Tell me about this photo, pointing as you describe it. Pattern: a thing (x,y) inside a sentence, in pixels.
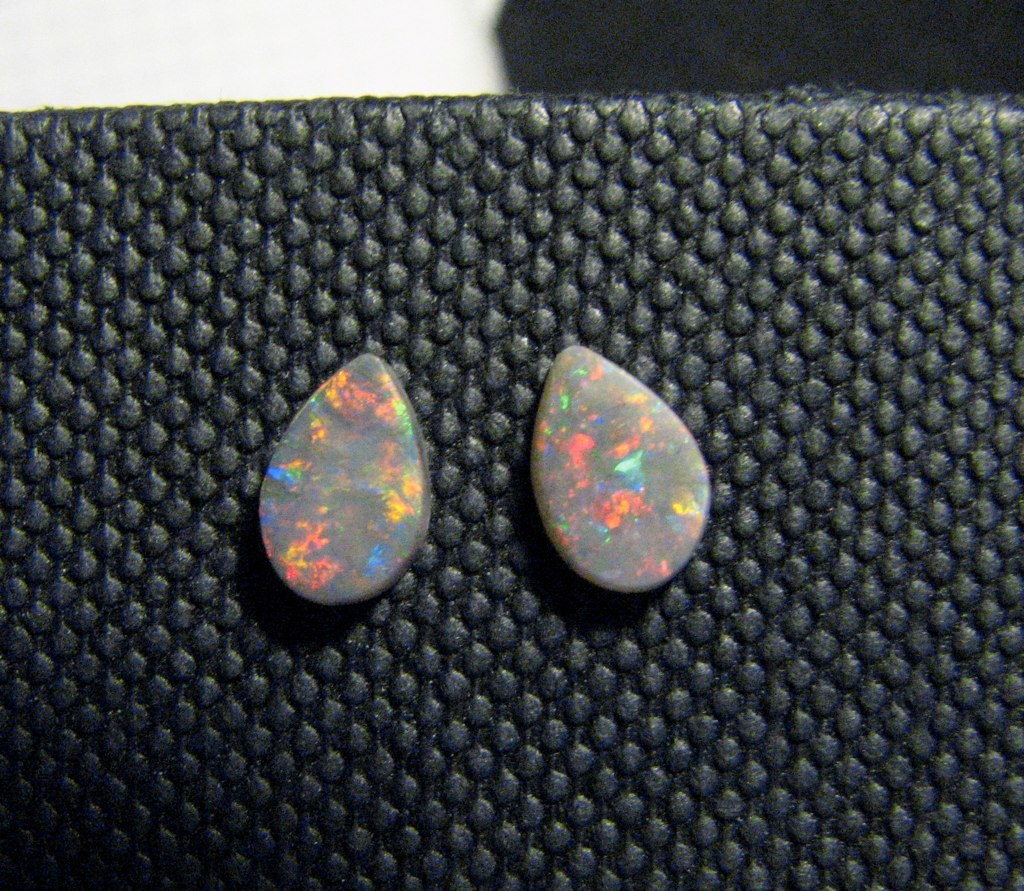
In this picture we can see the stones (312,526) on the mat (490,551).
